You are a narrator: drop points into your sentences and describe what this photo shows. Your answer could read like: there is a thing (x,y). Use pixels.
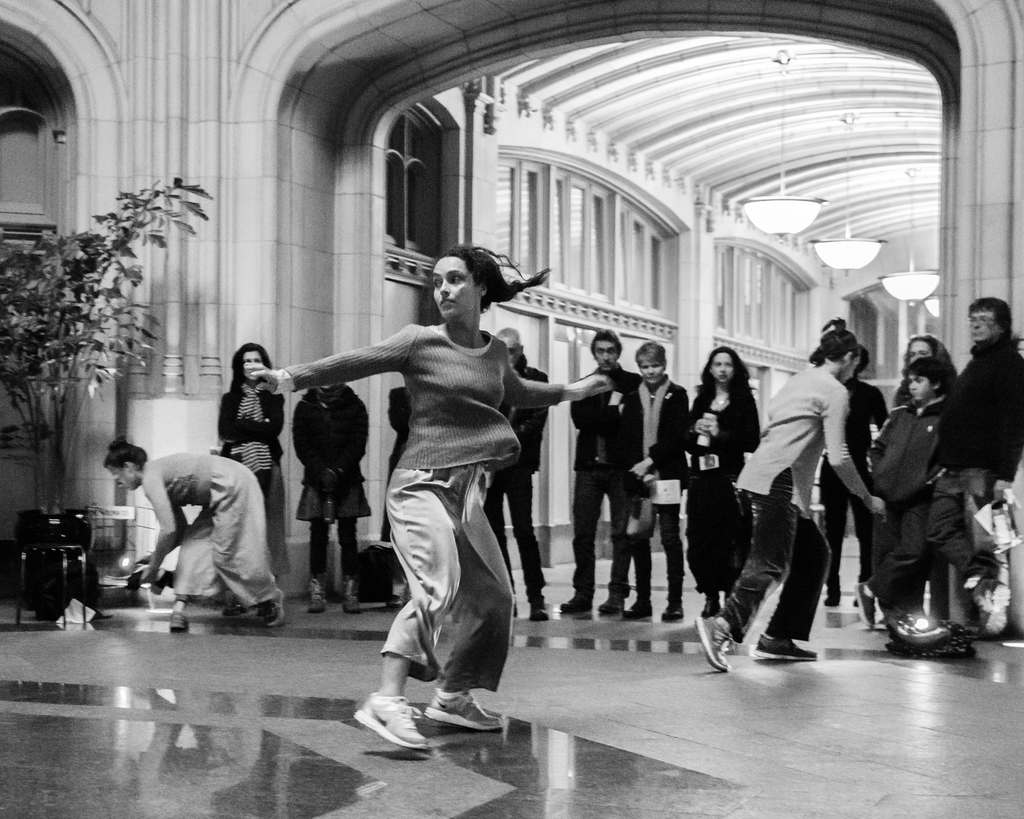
In this image I can see a group of people (472,556). On the left side (104,376) I can see a plant (77,373). At the top (811,210) I can see the lights (868,262). I can also see the image is in black and white color.
